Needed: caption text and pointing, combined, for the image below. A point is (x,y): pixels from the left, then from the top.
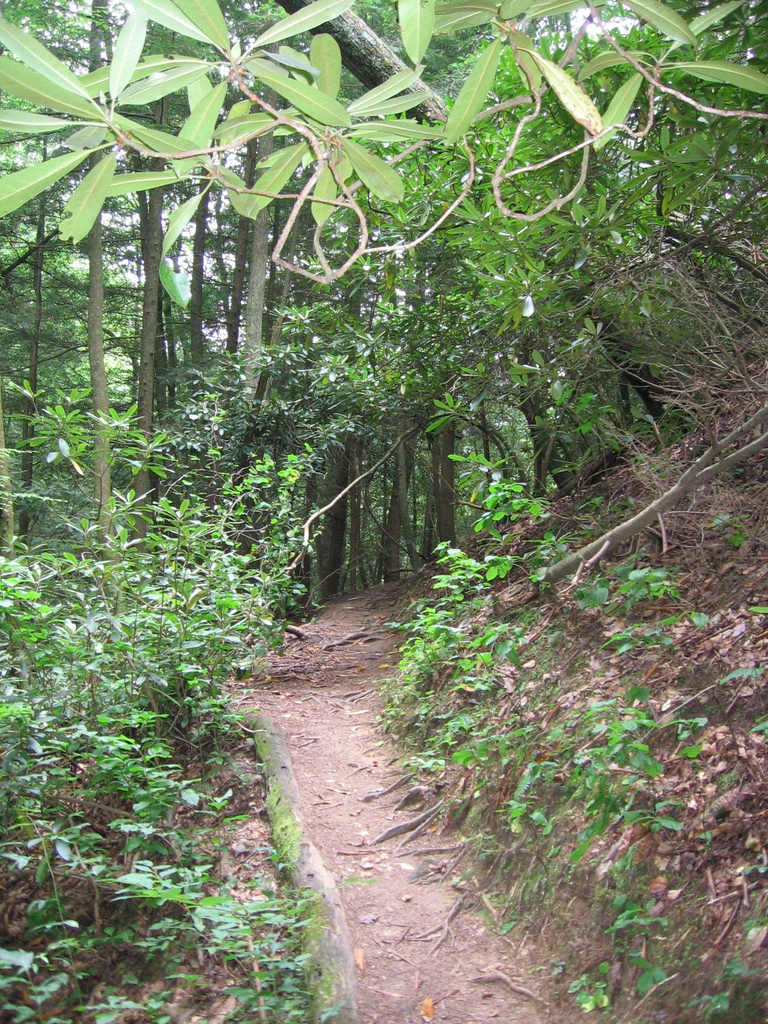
In this picture I can see many trees (491,325), plants (308,329) and grass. At the top (586,39) I can see many leaves (593,80). In the top left (113,6) I can see the sky (113,6).
